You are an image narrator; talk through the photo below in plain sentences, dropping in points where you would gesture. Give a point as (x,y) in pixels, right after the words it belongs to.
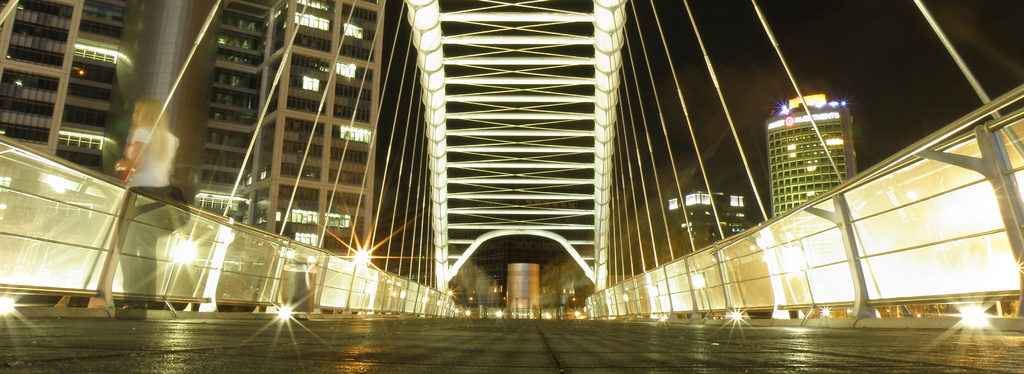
In this image I can see the road (483,352). To the side of the road (510,333) there is a railing (993,272). In the background (254,161) I can see many building (788,179) and lights (309,211). I can also see the sky (660,69) in the back (863,28).
